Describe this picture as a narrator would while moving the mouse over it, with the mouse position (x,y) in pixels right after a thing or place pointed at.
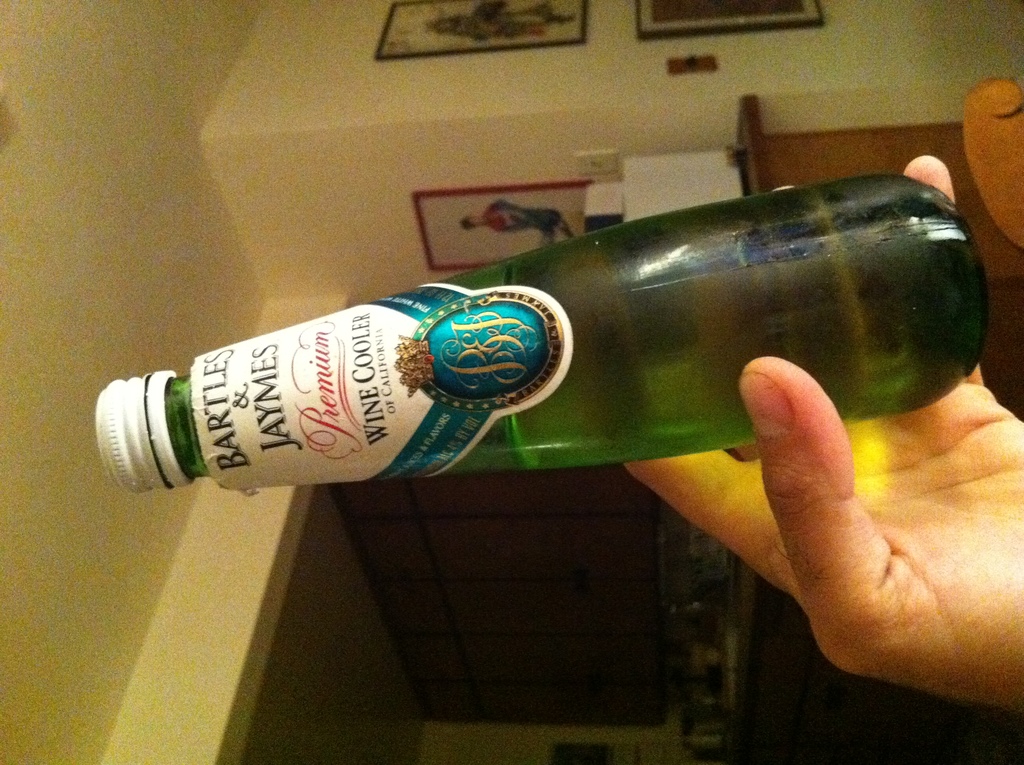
This human (922,462) is holding a bottle (608,326). On wall (571,144) there are different type of pictures (563,29) with a frame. On table (745,184) there are things (706,736). This is a furniture (501,592).
